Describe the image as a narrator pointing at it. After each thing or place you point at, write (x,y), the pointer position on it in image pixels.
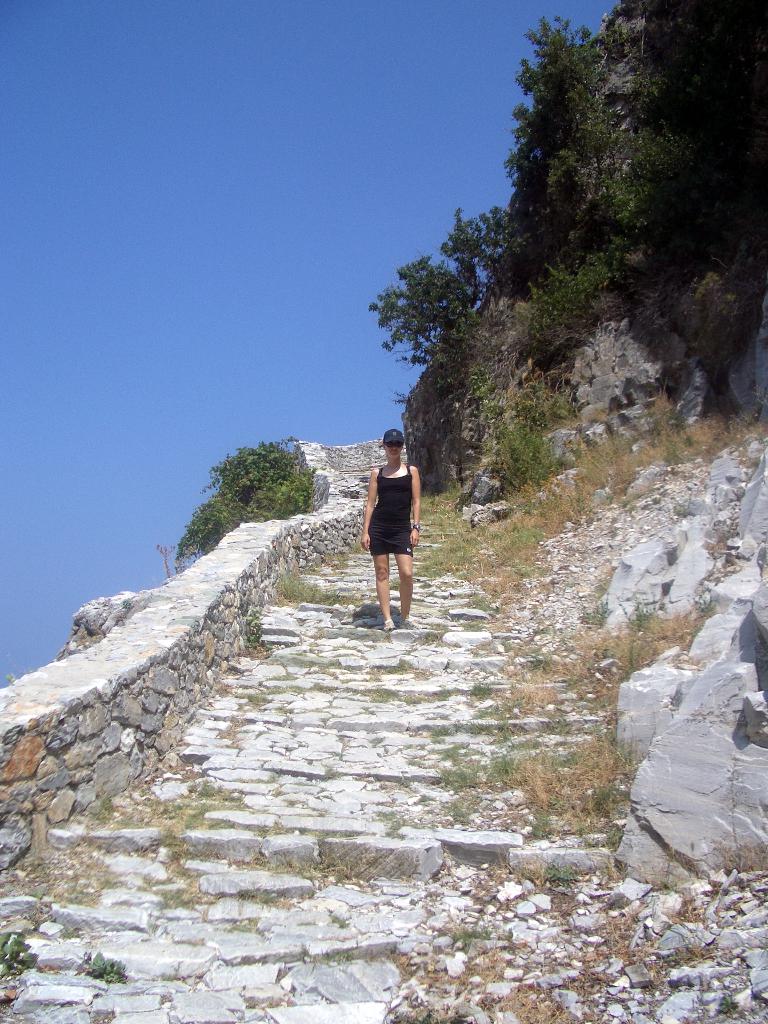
In the image there is a woman (401,511) in black dress (391,518) walking on the steps (318,659) with trees (272,456) on either side of it and a fence (117,729) on the left side (210,569) and above its sky (213,211).
